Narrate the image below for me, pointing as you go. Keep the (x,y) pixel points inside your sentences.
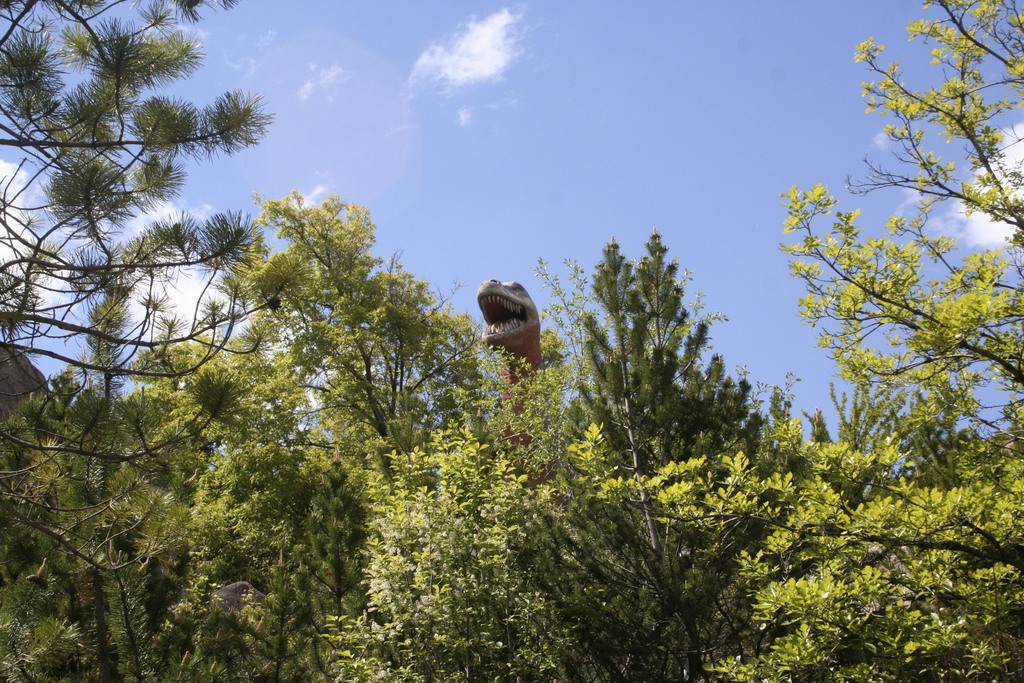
In the center of the image (487,293) there is a dinosaur (487,325). There are many trees (449,420).
